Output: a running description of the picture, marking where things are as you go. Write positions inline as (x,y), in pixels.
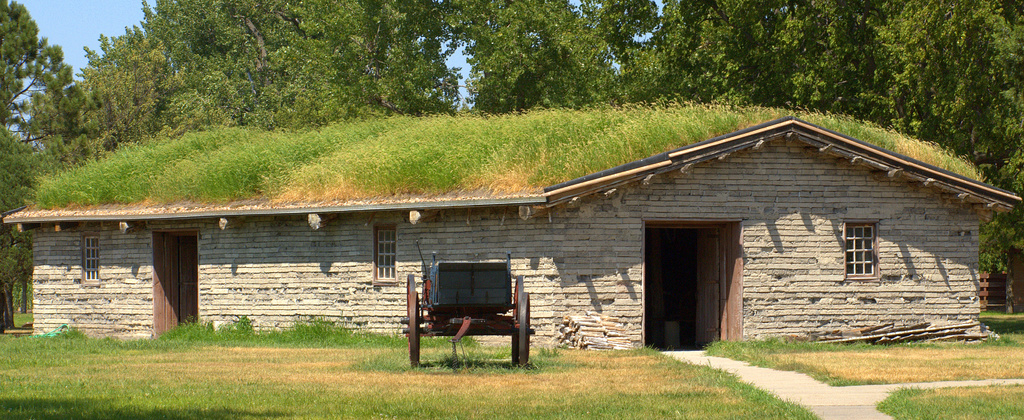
There is one cart (502,313) present on a grassy land (434,359) as we can see at the bottom of this image (359,367). We can see grass (393,153) on a house (489,206) in the middle of this image (473,160). We can see trees (444,62) at the top of this image (383,65) and the sky (77,26) is in the background (111,22).
